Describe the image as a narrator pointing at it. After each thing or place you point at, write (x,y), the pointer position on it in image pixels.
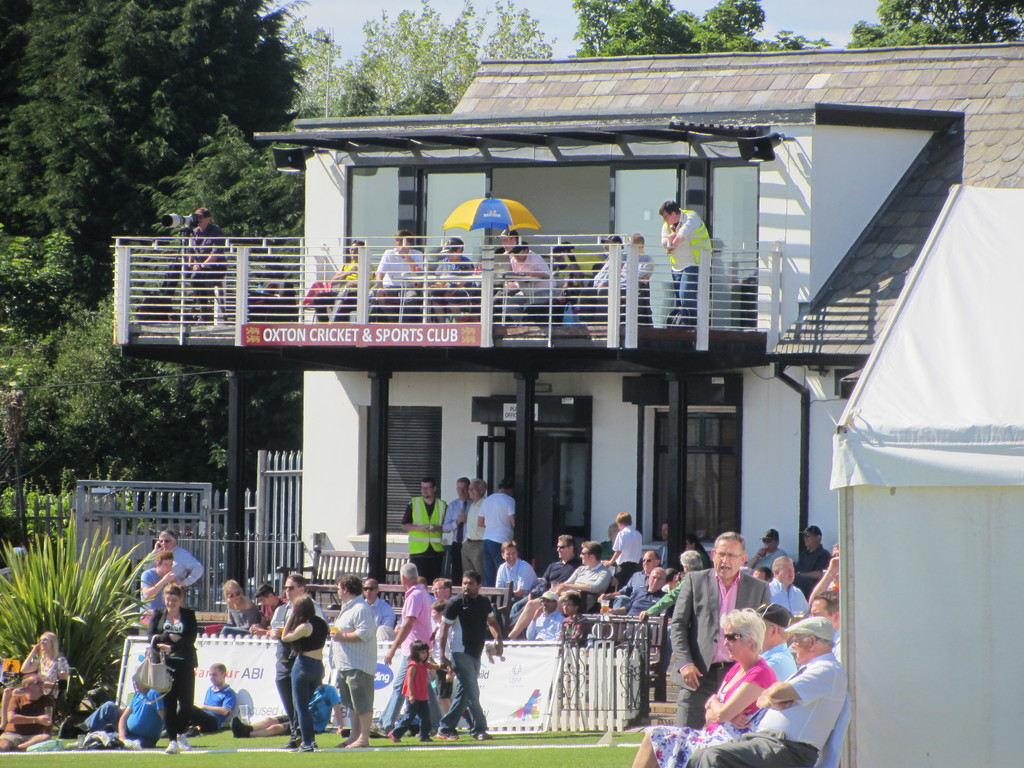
In the picture I can see people (474,532), among them some are standing on the ground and some are sitting. I can also see a house (533,427) which has a balcony (342,352). In the background (622,37) I can see trees (640,43), fence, plants (108,657), grass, the sky (830,29) and some other objects (344,333).
